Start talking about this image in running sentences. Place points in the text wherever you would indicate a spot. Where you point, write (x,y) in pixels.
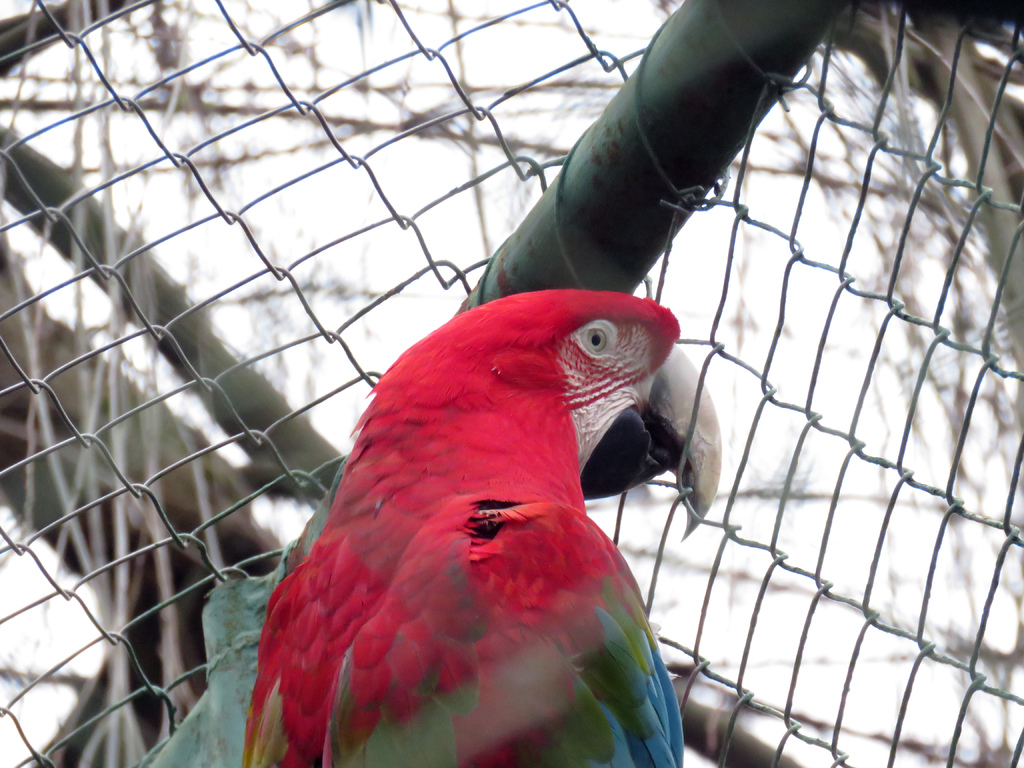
In this Image I can see the bird (398,537) which is in colorful. It is in-front of the railing (587,226). In the back (317,197) there is a white background (462,167).
